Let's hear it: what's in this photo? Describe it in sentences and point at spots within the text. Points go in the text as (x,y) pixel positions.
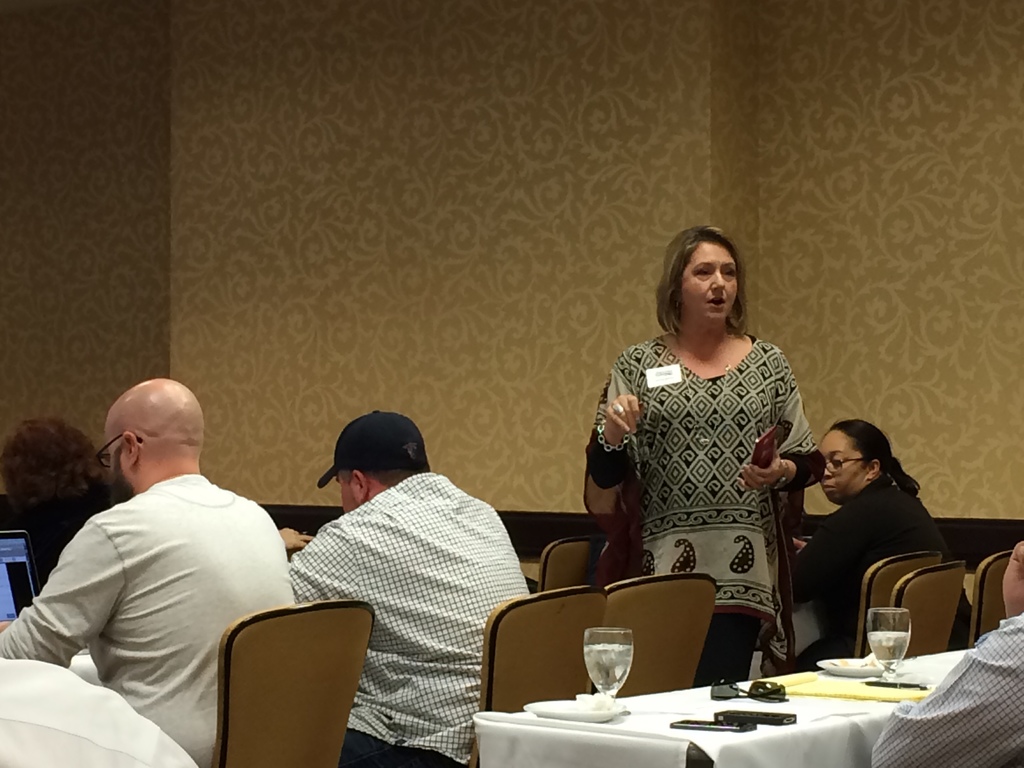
Bottom left side of the image (160,705) few people (353,432) are sitting on chairs (252,745). Bottom right side of the image (932,661) there is a table (790,725) on the table (581,767) there are some glasses (771,682) and papers (857,681) and mobiles (773,721) and pens (881,684) and there is a plate (860,663). Bottom right side of the image (998,721) a man (902,705) is sitting. In the middle of the image (635,371) a woman (757,391) is standing and speaking and she is holding something (764,451) in her hand (779,462). Behind her there is a woman (838,443) sitting on chair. Top of the image (603,91) there is a wall (458,113).
